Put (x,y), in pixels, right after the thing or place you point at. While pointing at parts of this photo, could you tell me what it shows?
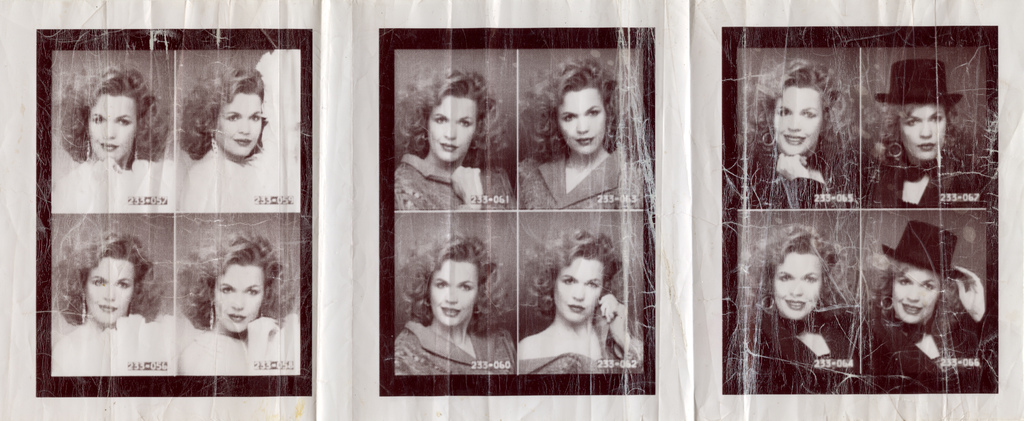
This is a collage image. In these photos I can see pictures of a woman (255,279) in different outfits (238,188). These photos are black and white in color.
